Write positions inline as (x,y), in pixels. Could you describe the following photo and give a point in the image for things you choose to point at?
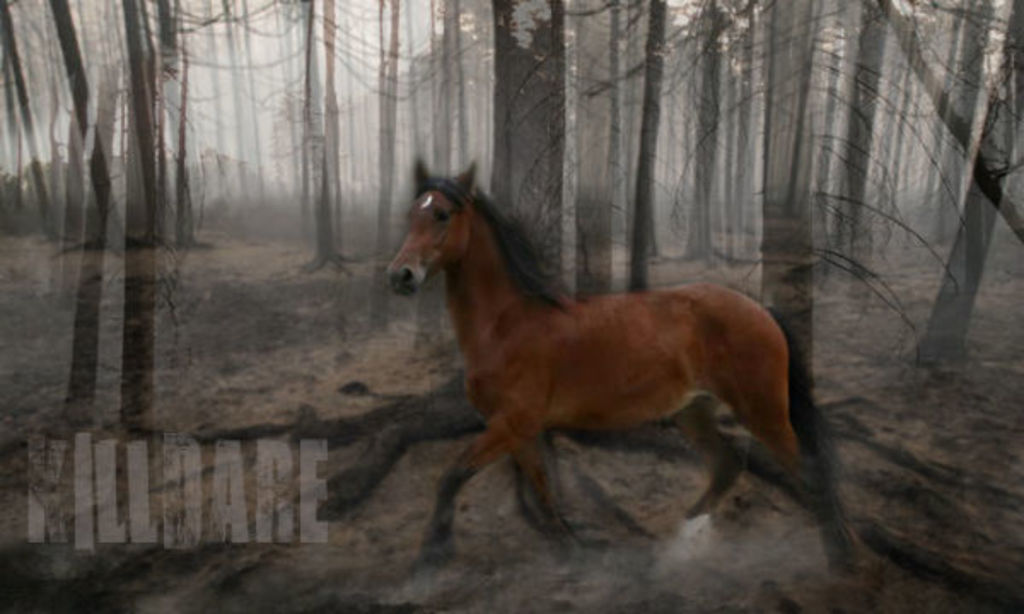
This image consists of a horse (501,376) running. It is in brown color. At the bottom (510,562), there is ground (661,434). In the background (563,249), there are many trees (84,372).
